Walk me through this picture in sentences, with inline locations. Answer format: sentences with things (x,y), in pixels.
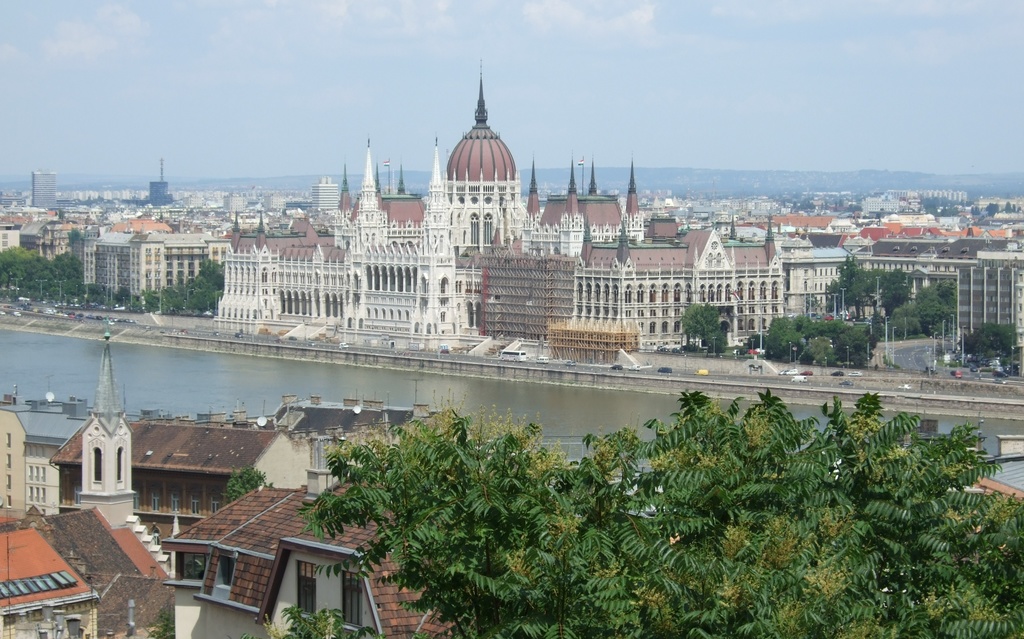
In this picture I can see there is a river (18,347) and there are few buildings (199,540) here at bottom of the image (208,544), there are few trees (709,518) at right side (716,496). At the other side of the river (6,343), there is a road (712,369), there are few vehicles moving on the road (884,376) and there are few poles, and in the backdrop (575,155) there is a mountain (690,171) and the sky (684,153) is clear.
